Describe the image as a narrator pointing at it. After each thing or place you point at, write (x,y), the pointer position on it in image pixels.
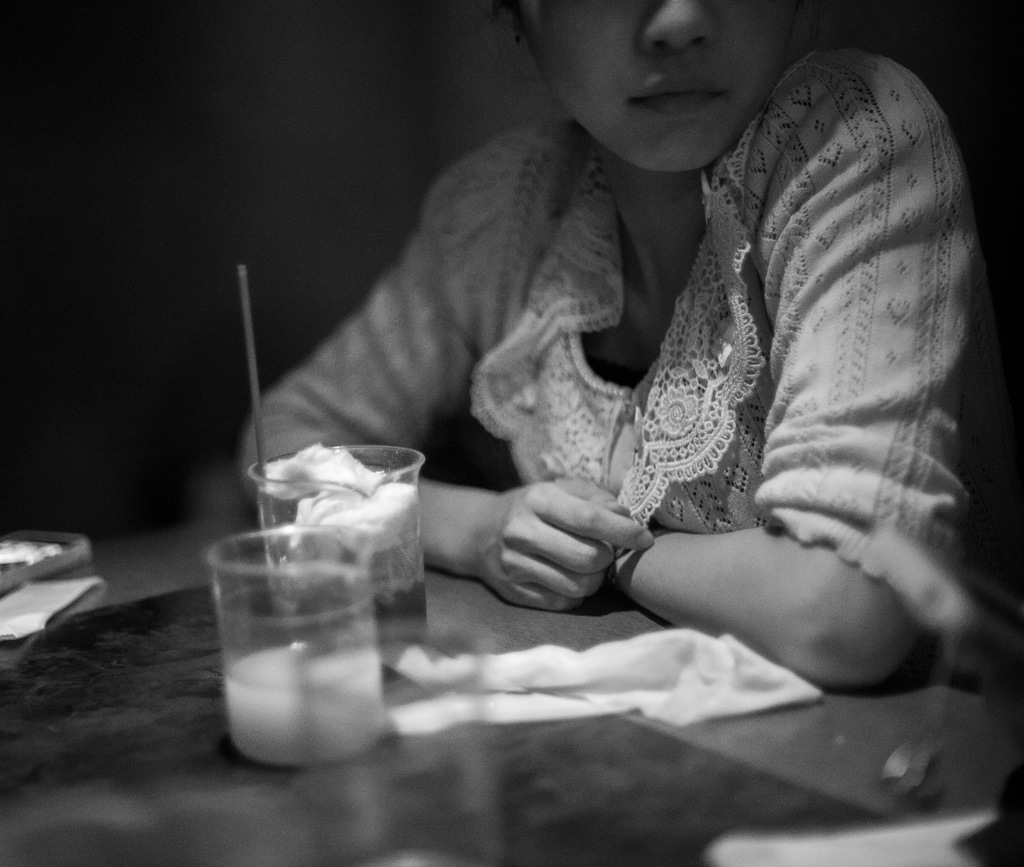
In this picture we can see glasses (288,526), cloth (710,674) and some objects (37,570) on the table (196,574) and beside this table (483,582) we can see a person (487,259) and in the background (187,24) it is dark.
